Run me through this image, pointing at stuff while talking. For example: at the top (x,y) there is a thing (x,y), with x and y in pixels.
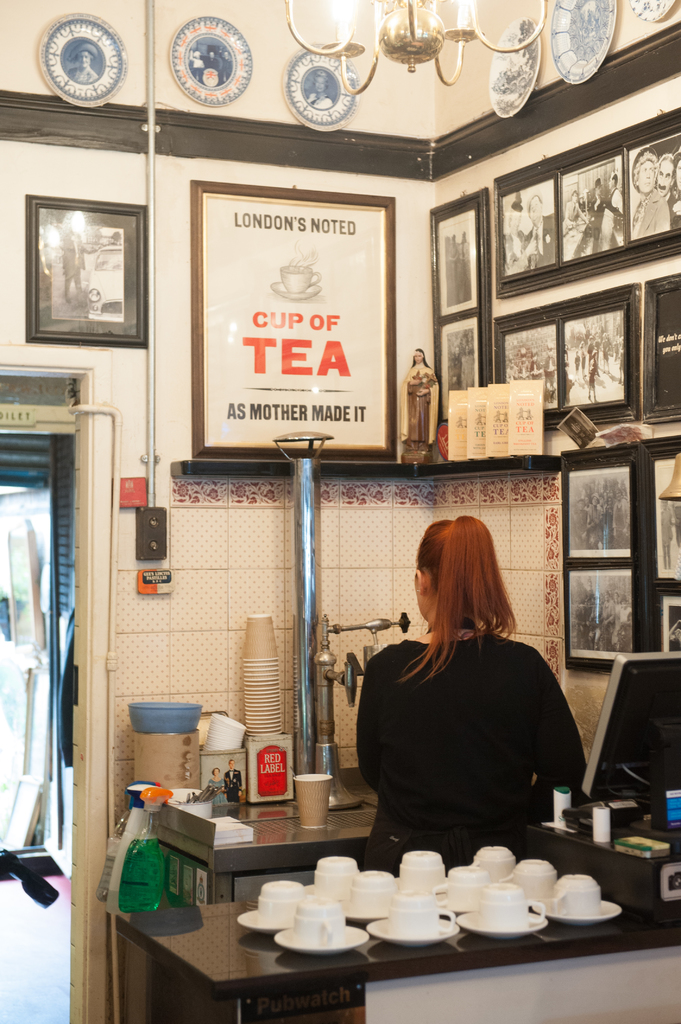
In the foreground (453,871), I can see a kitchen cabinet (334,826) on which cups (416,921), glasses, kitchen tools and some objects (653,742) are kept and I can see a person (392,799) is standing on the floor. In the background (377,399), I can see photo frames (28,316) on a wall (435,446), metal objects (306,752), chandelier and a door (59,512). This image taken, maybe in a room (178,853).
